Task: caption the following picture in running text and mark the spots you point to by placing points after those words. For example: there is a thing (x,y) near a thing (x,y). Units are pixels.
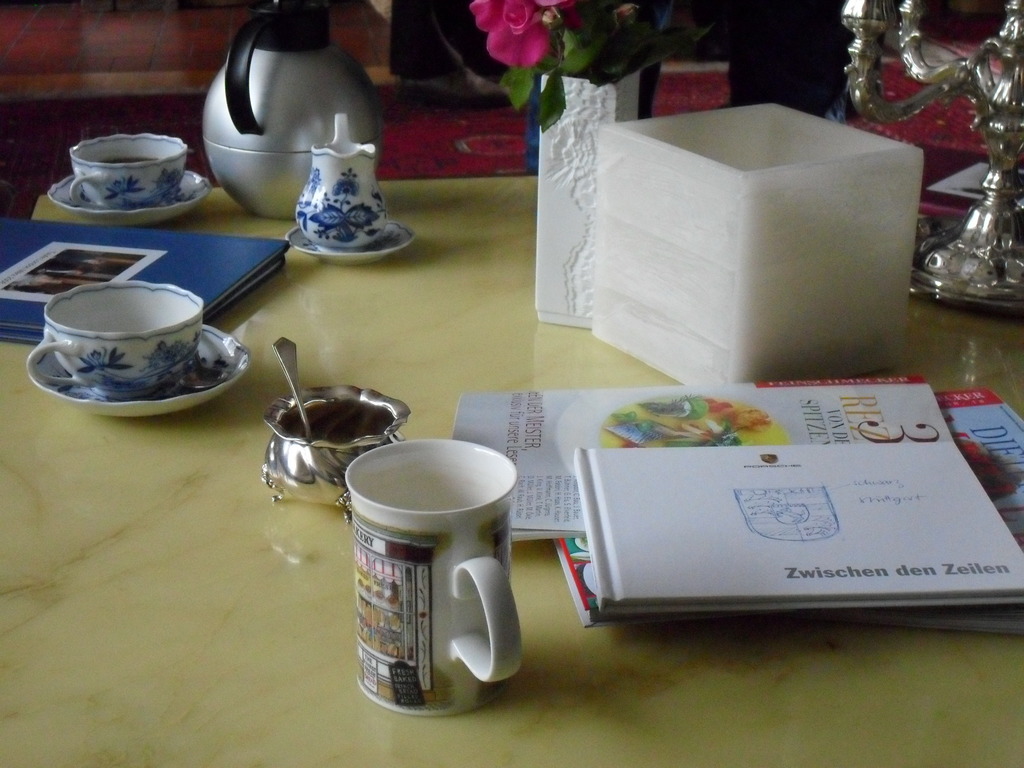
In this picture we can see table (95,462) and on table (216,549) we have cup (186,353), saucer (78,400), book (63,227), kettle (248,177), vase (548,181) with flower (526,25) in it, papers (570,404), box (723,344), spoon (292,374).
